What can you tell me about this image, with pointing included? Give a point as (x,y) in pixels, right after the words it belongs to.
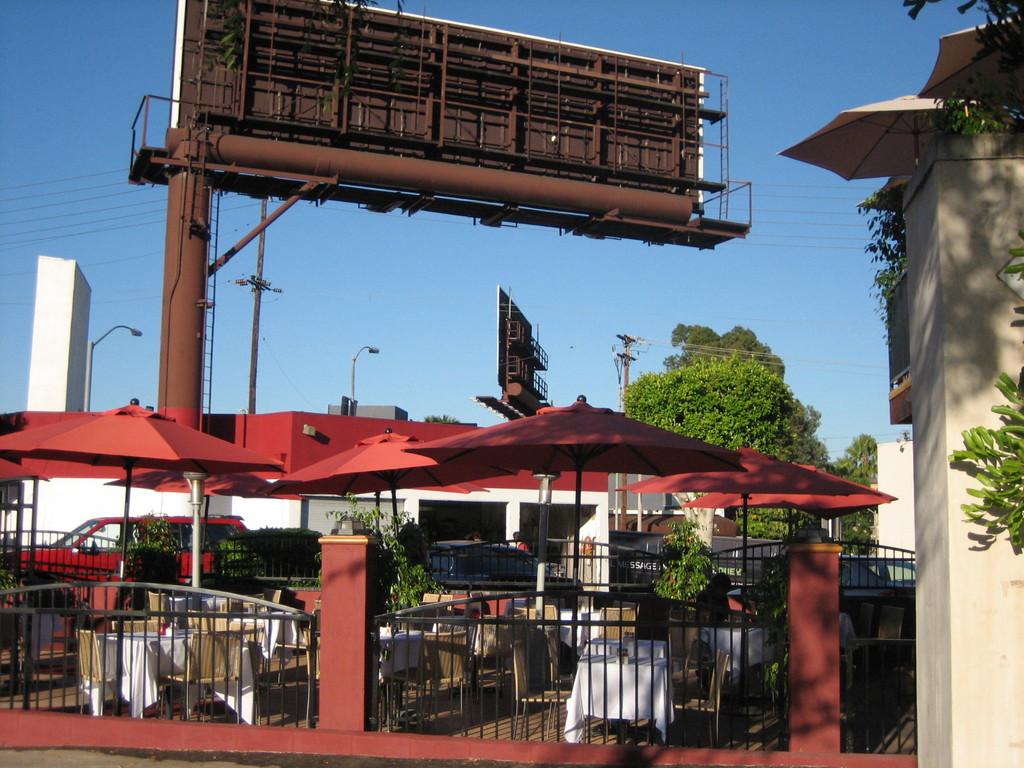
In this image I see the hoardings (520,129), poles (166,304), trees (801,412), buildings (991,567) and I see the fencing (683,633) over here and I can also see vehicles (223,520), tables (642,668), chairs (695,710) and I see the blue sky (755,269) and the wires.
